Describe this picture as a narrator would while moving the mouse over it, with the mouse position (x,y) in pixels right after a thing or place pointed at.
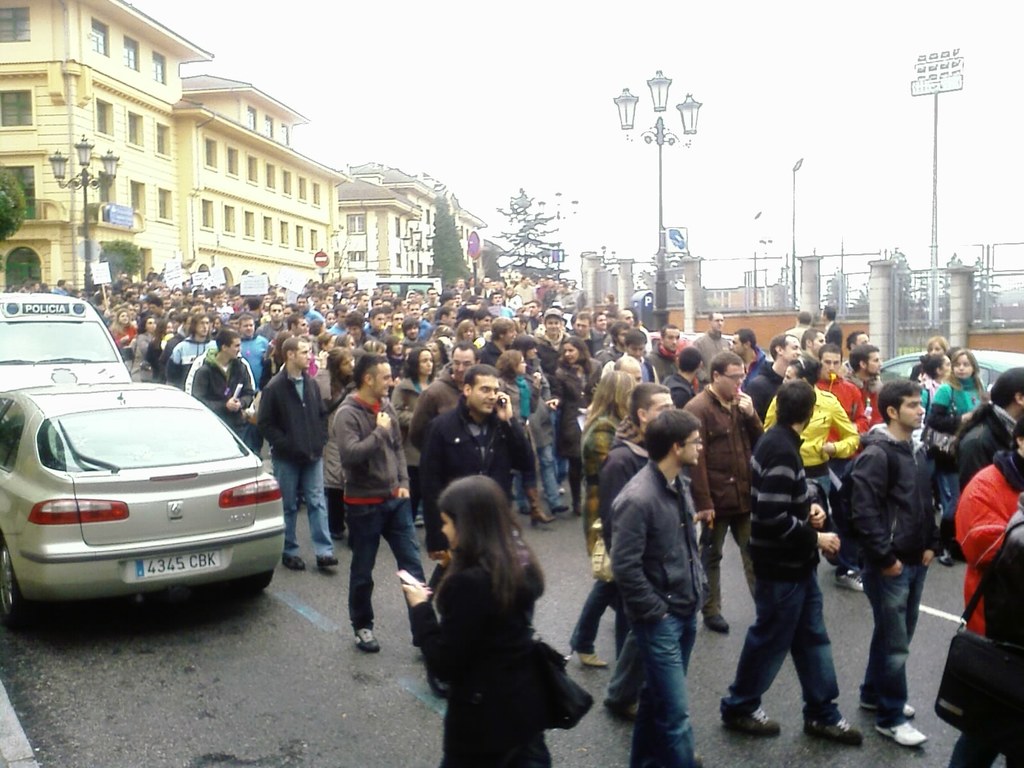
The picture is taken on the streets (335,607) of a city (272,472). In the foreground of the picture (575,448) there are people (593,489) walking down the road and there are cars (84,387). In the center of the picture (356,266) there are buildings (360,219), trees (507,231), street lights (658,276), gates (906,301) and wall (687,297). Sky (570,83) is cloudy.
